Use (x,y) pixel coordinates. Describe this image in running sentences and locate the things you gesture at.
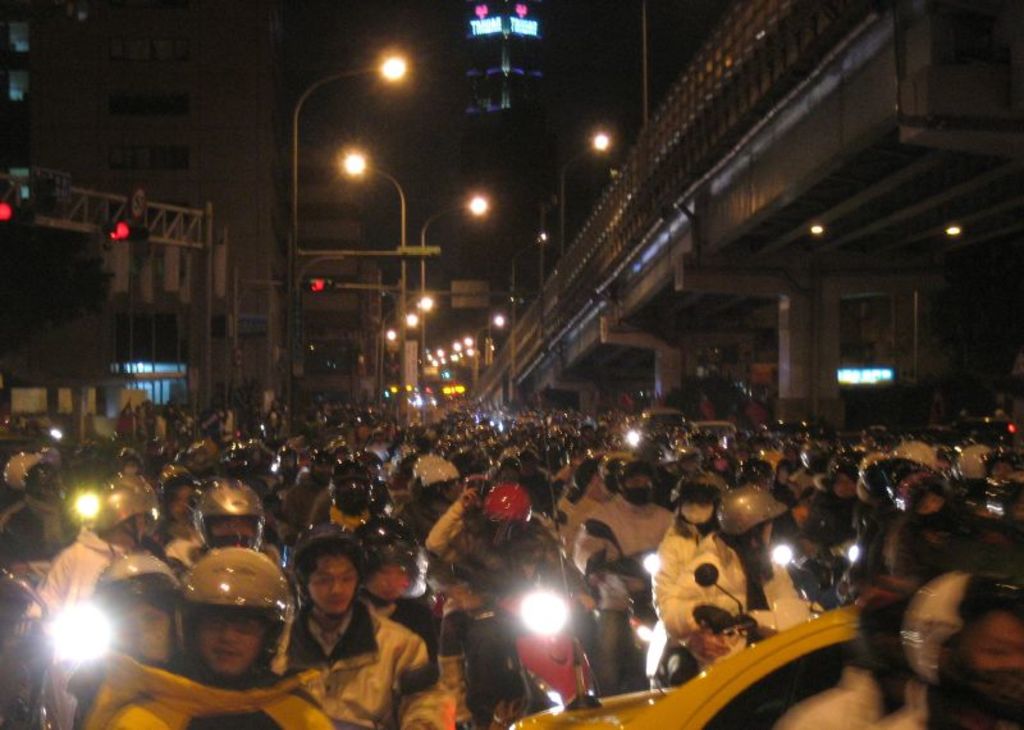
At the bottom of the image (779,563), we can see people (142,635) are riding vehicles (680,687) and wearing helmets (235,613). In the background (757,383), we can see buildings (226,297), traffic signals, pillars (411,366), tree (60,321), bridge (750,267) and dark view.
